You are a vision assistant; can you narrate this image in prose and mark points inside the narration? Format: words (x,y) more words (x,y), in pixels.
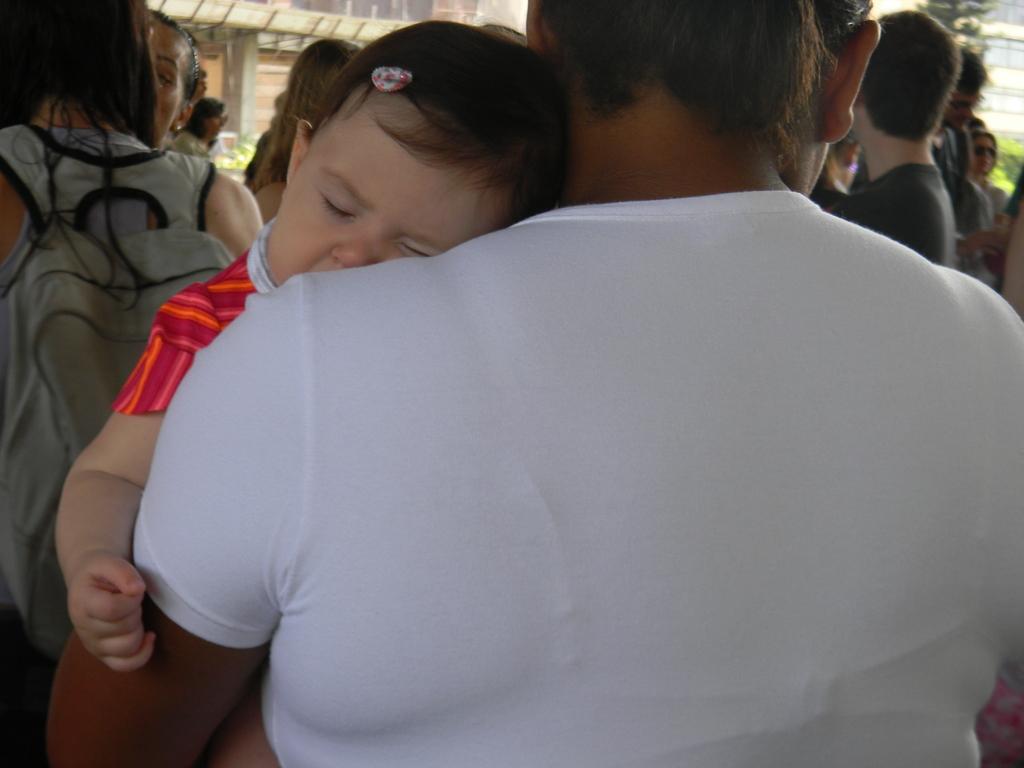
Woman (450,523) in the white shirt (416,425) is carrying a baby (252,245) in her hands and in front of her, woman (138,10) in the grey t-shirt (96,209) is wearing a back pack (60,244). We even see many people (319,87) standing. There are many buildings (994,57) and trees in the background (260,52) and this picture might be clicked outside the city.
